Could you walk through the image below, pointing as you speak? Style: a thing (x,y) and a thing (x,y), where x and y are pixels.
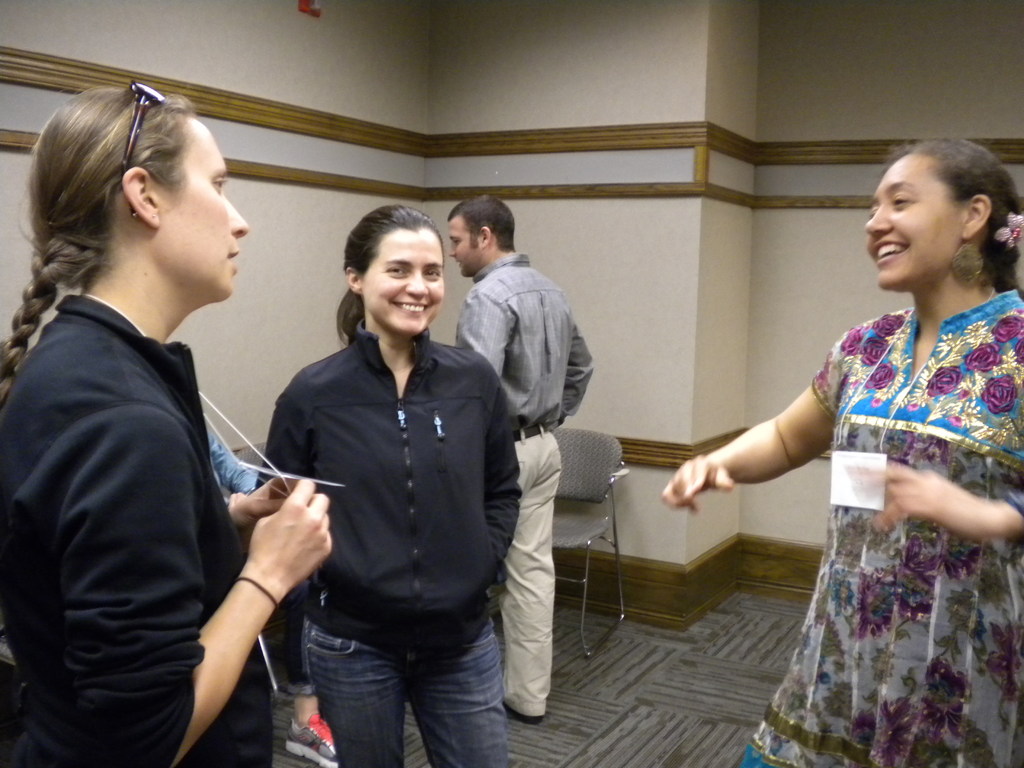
In this image there are three women (415,482) standing, there is a man (512,296) standing, there is a chair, there is a woman (208,459) is holding an object (257,472), at the background of the image (333,255) there is a wall (638,229), there is an object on the wall (591,117).
